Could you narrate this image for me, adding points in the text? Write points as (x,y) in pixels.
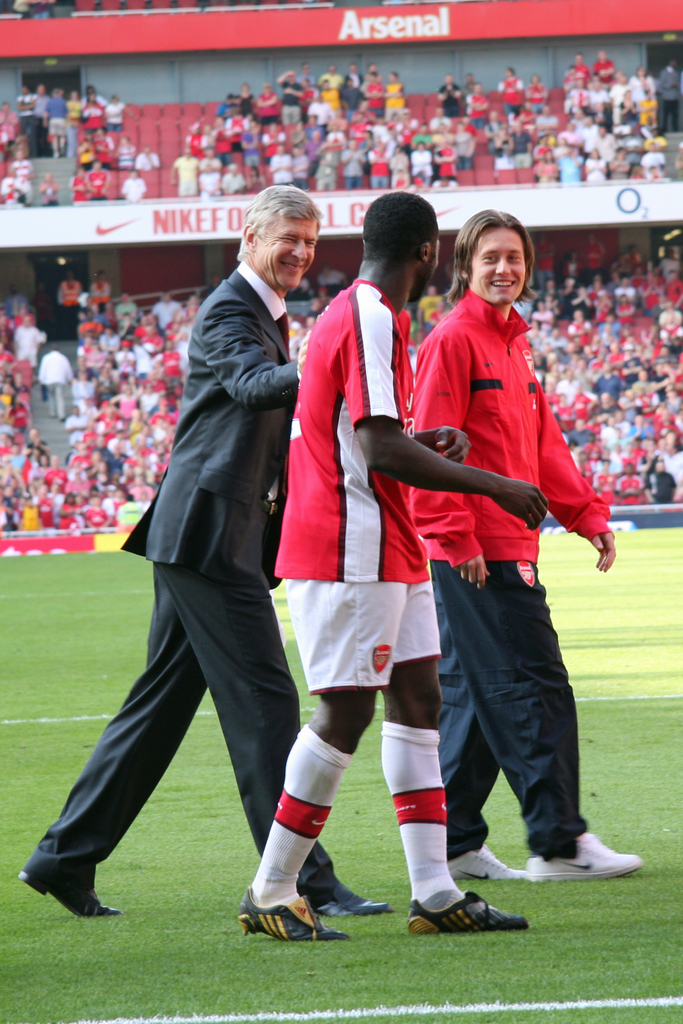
In this image I can see three persons (45,857) on the ground (20,788). In the background (4,486) I can see a fence (35,534), crowd (116,482) and boards (200,202) in a stadium (669,152). This image is taken in the stadium (356,61) during a day.
